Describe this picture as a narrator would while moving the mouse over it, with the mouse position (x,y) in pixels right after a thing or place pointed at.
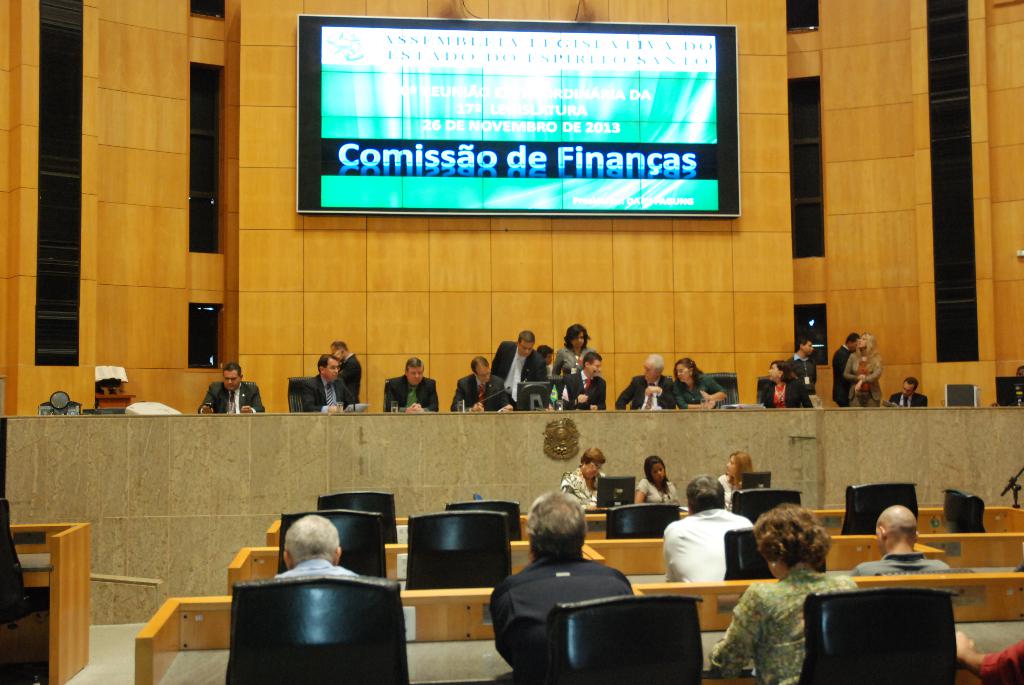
In this image i can see few people (424,377) sitting on chairs (724,378) and few people (546,354) standing. In the background (725,367) i can see a wall (622,265) and a huge screen (561,149).
